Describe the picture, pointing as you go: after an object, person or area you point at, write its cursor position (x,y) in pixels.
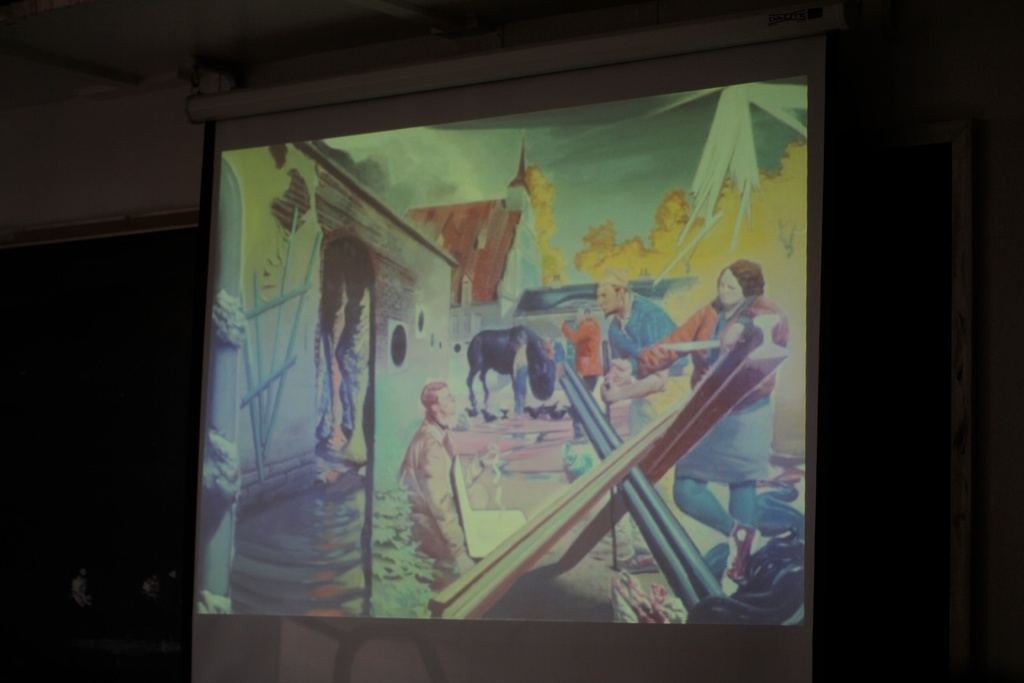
In this picture we can see a projector screen (727,342), we can see cartoons (684,502) of persons (585,346), a buildings (360,313) and fire (705,269) on the screen (698,422), there is a dark background (24,370).
